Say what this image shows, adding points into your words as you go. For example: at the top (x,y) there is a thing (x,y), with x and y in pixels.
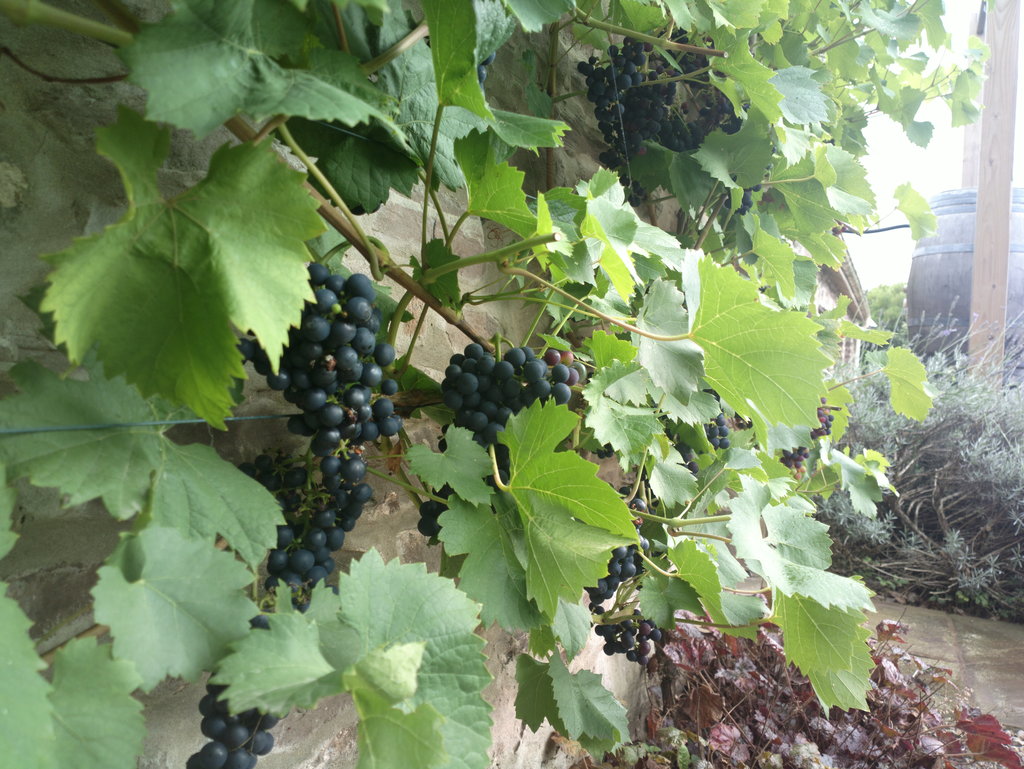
In this image we can see grapevine (690,437), in front of there are some plants (928,714), dry leaves (818,764) and a barrel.
